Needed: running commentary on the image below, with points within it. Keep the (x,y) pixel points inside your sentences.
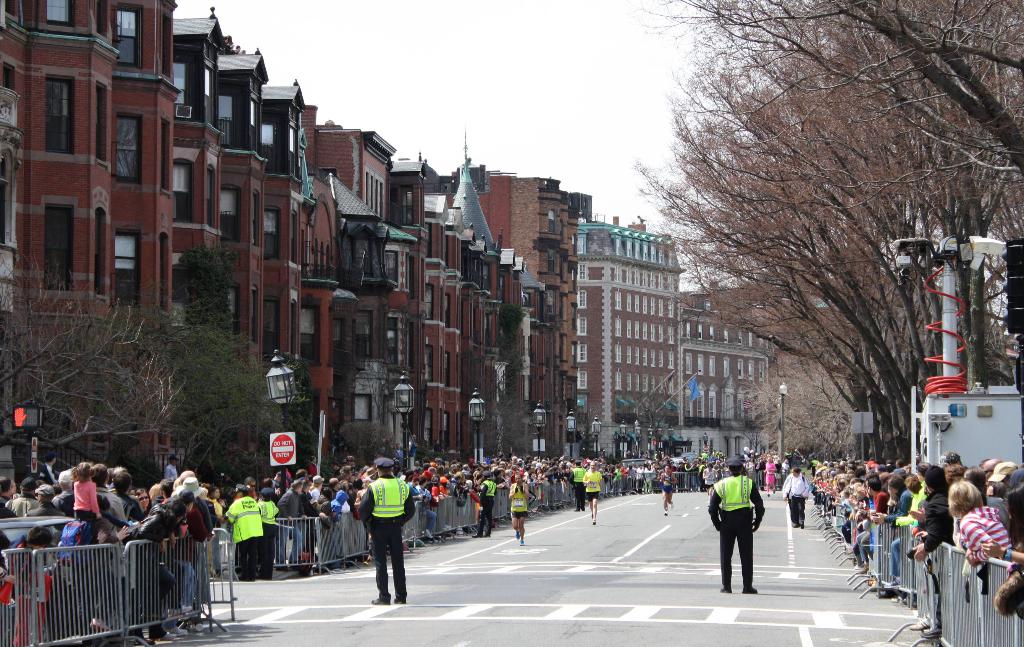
At the bottom of the image (1003,531), we can see so many people (735,467), road (538,571) and fence (910,569), In the middle of the image (424,365), we can see buildings (732,344), trees (919,355), poles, lights (575,418) and flag (667,378). At the top of the image (616,104), we can see the sky (457,48). On the right side of the image (956,389), we can see a machine (972,411).
